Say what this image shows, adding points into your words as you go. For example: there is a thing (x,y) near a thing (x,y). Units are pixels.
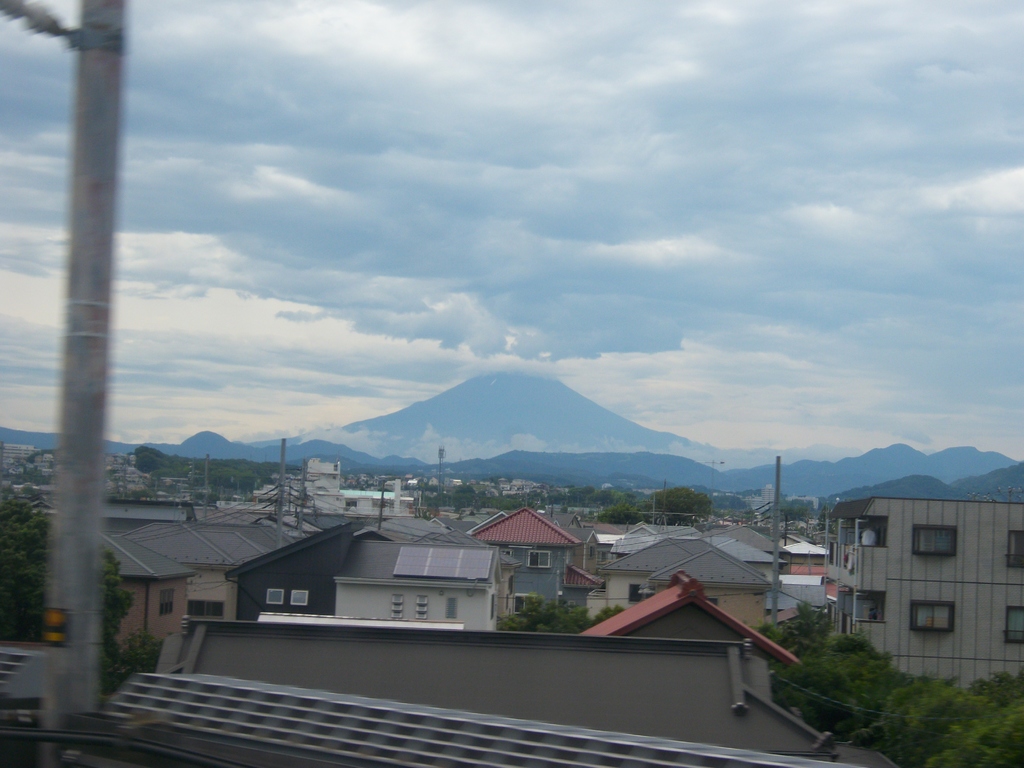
In this image we can see few buildings (566,570), poles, trees (921,681), mountains (209,442) and the sky (715,319) with clouds (403,259) in the background (588,207).
